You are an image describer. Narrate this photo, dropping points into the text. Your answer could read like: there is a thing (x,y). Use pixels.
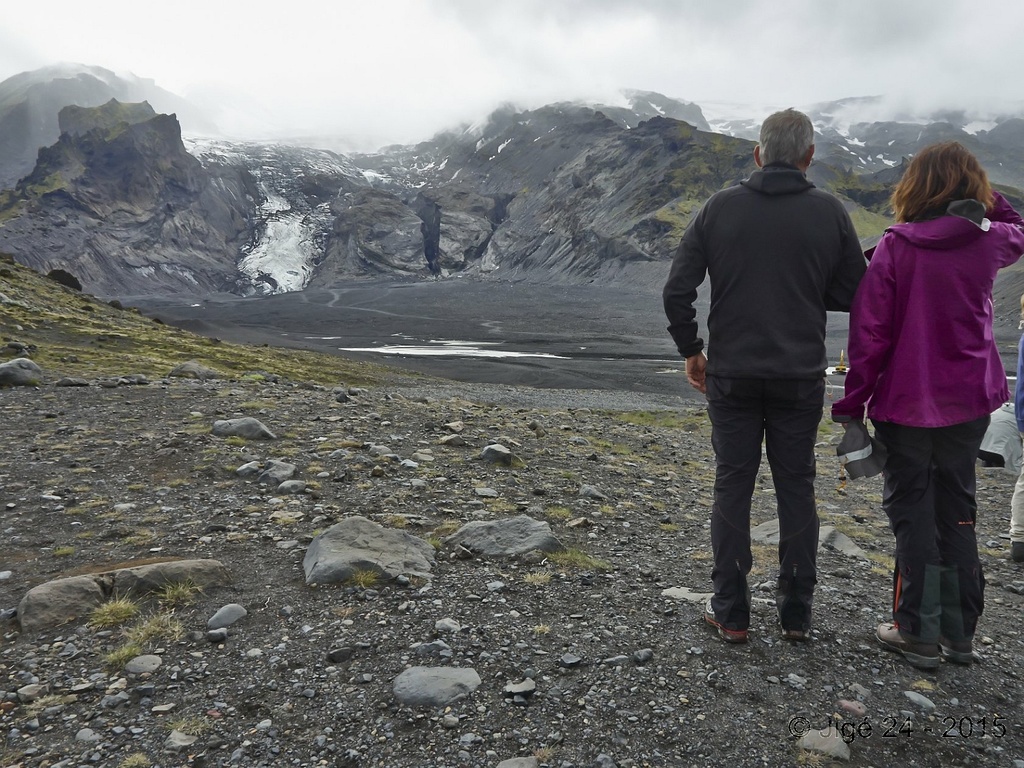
In the picture I can see a man (734,317) wearing black color sweater (817,365) and a woman (908,376) wearing purple color sweater (891,306) and standing on the ground (667,558) and they are on the right side of the image (948,524). Here we can see stones (90,632), mountains (275,276), fog (459,63) and the cloudy sky (581,82) in the background (474,17).
